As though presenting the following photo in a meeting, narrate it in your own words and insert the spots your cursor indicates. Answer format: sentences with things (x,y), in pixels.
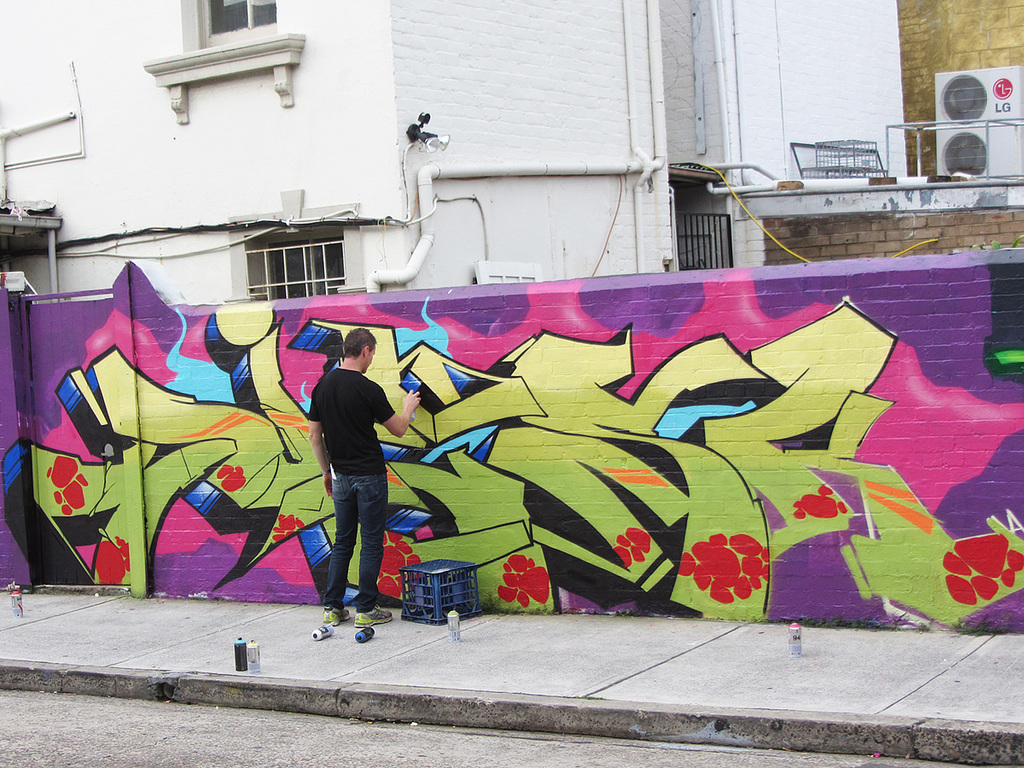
In this picture I can see a person (339,489) painting on the wall (497,463), behind the wall (559,475) we can see some buildings (778,154).
